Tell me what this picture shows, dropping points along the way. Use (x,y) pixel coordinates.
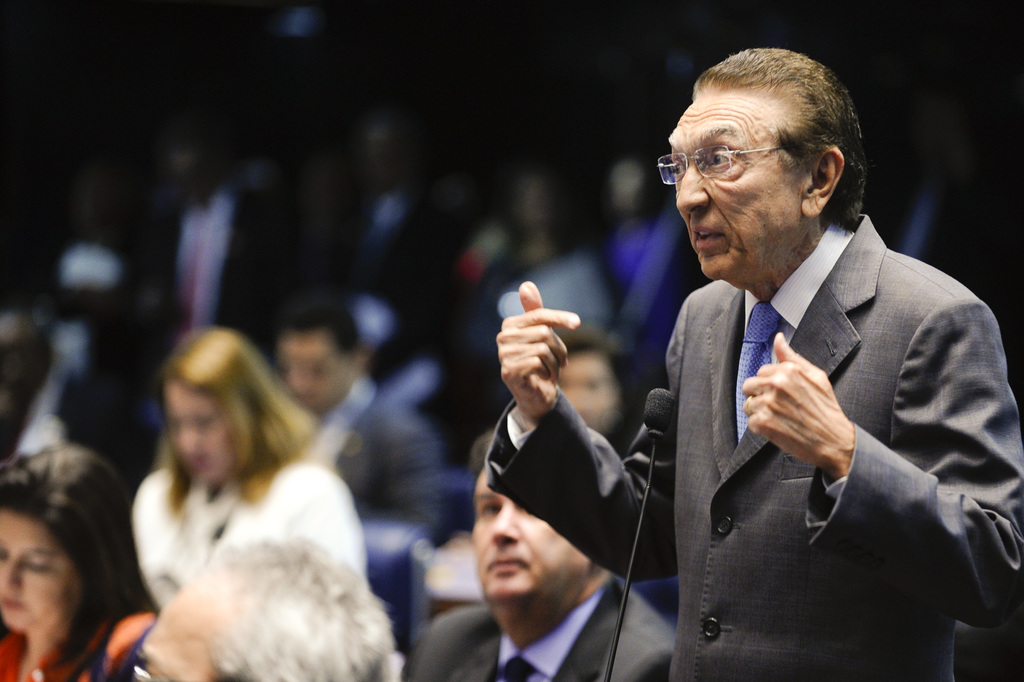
In the picture I can see a person (568,418) wearing blazer (769,491), white shirt (784,324), tie (766,318) and spectacles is standing on the right side of the image (870,492). Here I can see a mic (659,399) in front of him. The background of the image (558,586) is slightly blurred, where we can see a few people (256,564) are sitting and the top of the image (241,62) is dark.
